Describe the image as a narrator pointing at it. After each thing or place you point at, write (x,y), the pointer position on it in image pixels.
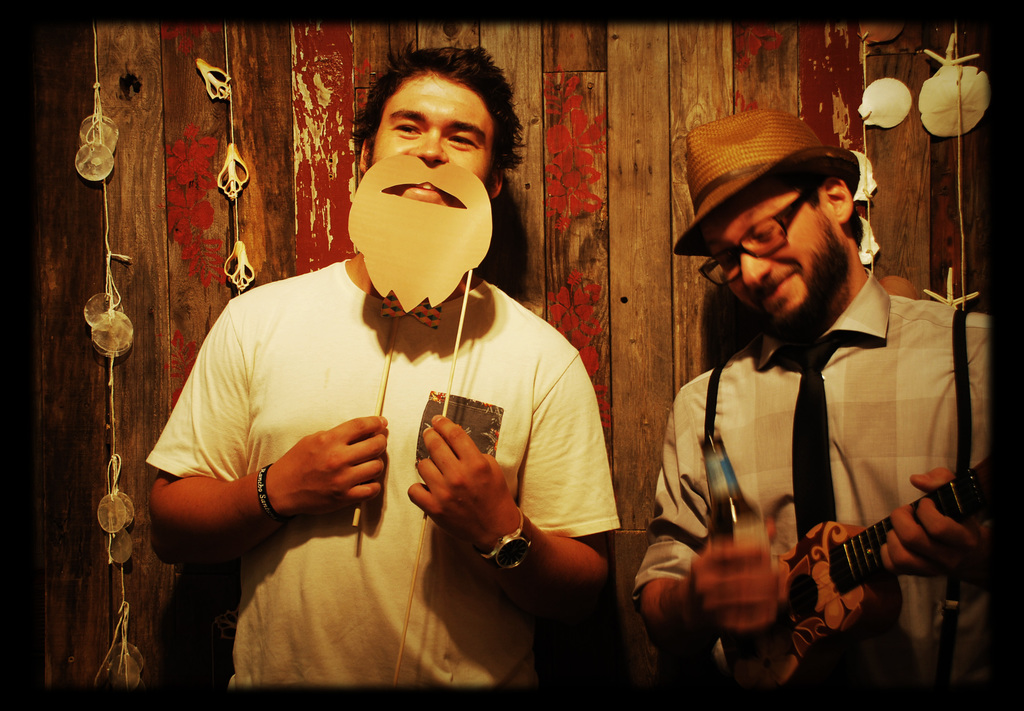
In the image we can see there are people (885,458) who are standing and holding wine bottle (710,440) and guitar (792,604) in their hand (746,602).
